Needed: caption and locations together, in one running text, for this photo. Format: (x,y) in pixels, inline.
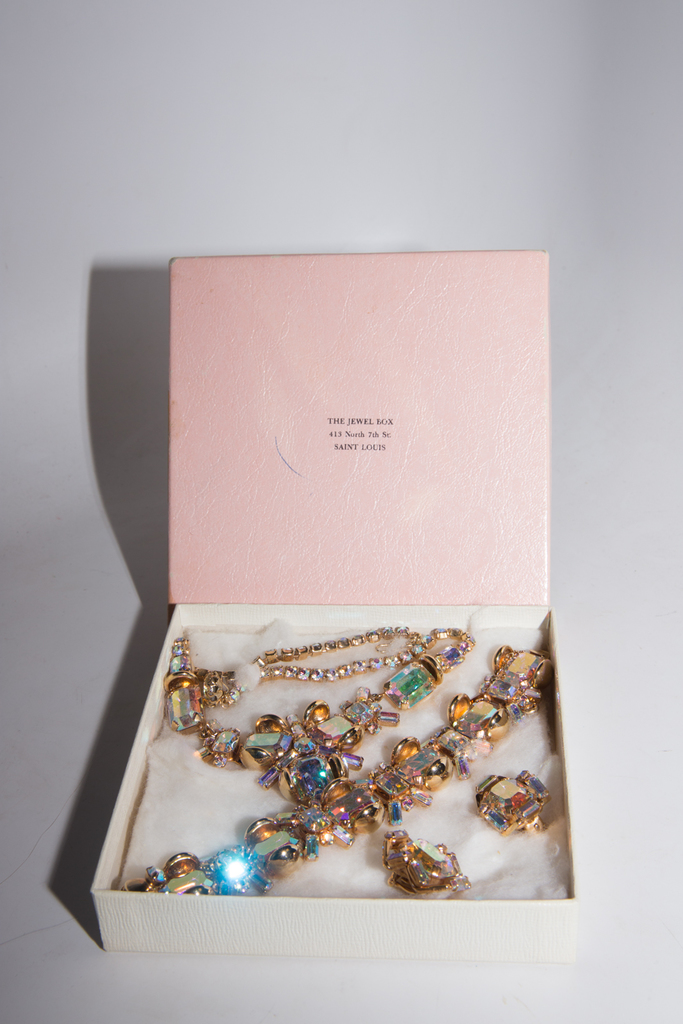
In the middle of the image (375,532) we can see a box (478,500), in the box (325,692) we can find few ornaments (347,749).
